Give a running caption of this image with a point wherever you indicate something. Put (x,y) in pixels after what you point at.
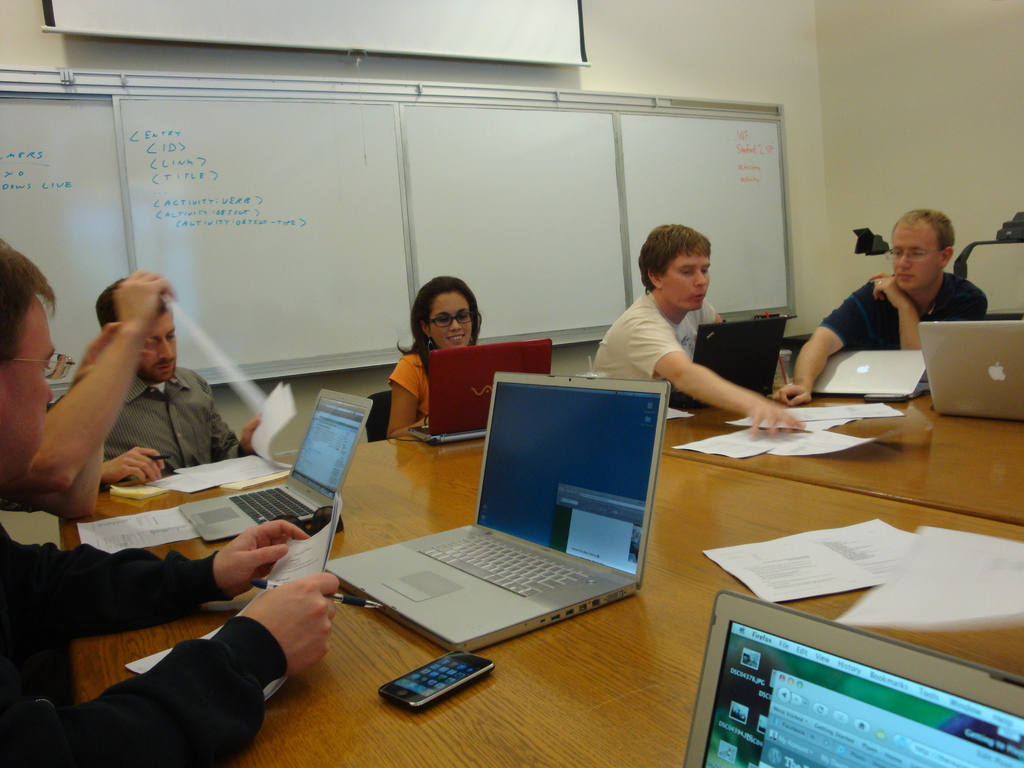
In this picture we can see some people (193,420) sitting on chairs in front of a table (720,471), there are some laptops (832,637), papers (944,535) and a mobile phone (429,672) present on the table (430,654), a person (324,615) at the left bottom (223,578) is holding a pen (335,602) and papers (310,571), in the background (375,265) there is a white board (471,229) and a wall (701,68), we can see handwritten text (169,165) on the board (118,169).
